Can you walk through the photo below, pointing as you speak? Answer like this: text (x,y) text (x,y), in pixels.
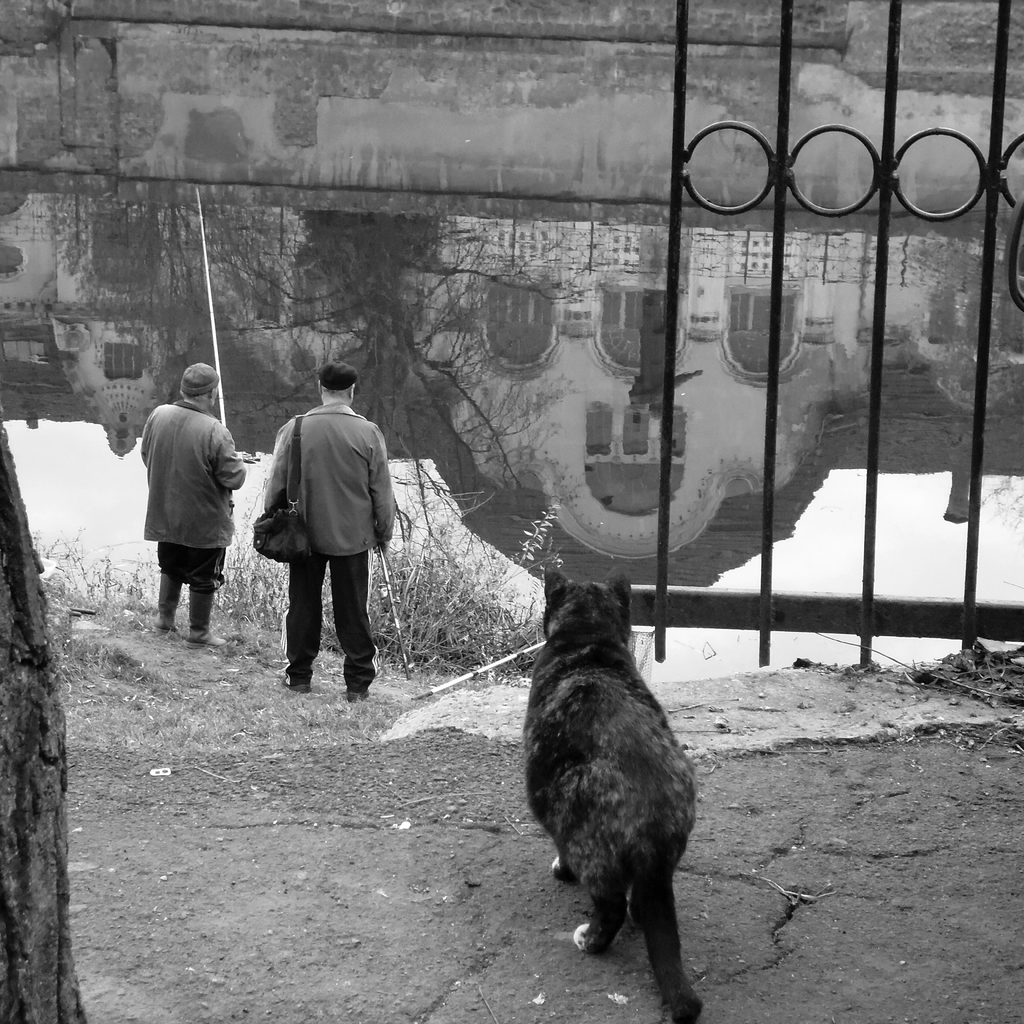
In this image I can see the black and white picture in which I can see an animal (631,685) is standing on the ground (518,842), two persons (315,454) standing, few trees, the metal gate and the water (509,351). On the surface of the water (550,298) I can see the reflection (599,369) of the building (570,428) and the sky (238,528).
